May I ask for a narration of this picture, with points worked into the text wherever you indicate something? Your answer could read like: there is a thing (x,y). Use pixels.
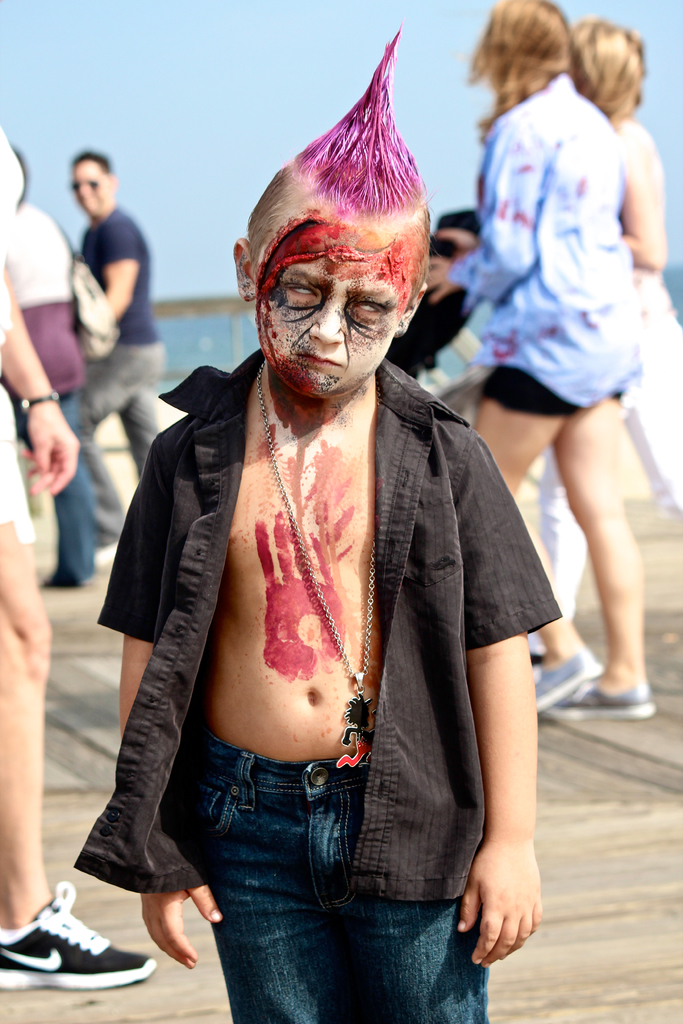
In this picture we can see a boy (326,591) with the face painting (330,298). Behind the boy (270,552) there is a group of people (538,451) standing. Behind the people (564,496) there is the sky (200,163).
